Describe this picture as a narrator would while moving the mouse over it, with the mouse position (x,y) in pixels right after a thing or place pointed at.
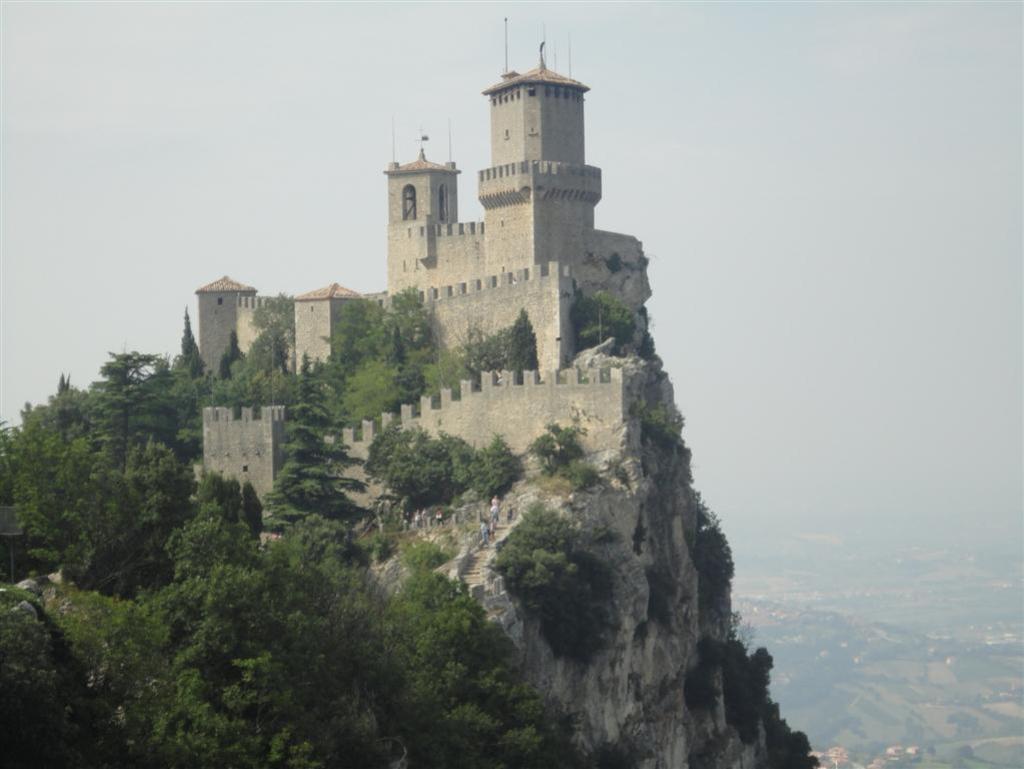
This picture is clicked outside the city. In the foreground (293,673) we can see the plants (196,615), trees (200,522) and there is a castle (568,114). In the background (970,591) there is a sky (872,310) and some other objects (848,693).
